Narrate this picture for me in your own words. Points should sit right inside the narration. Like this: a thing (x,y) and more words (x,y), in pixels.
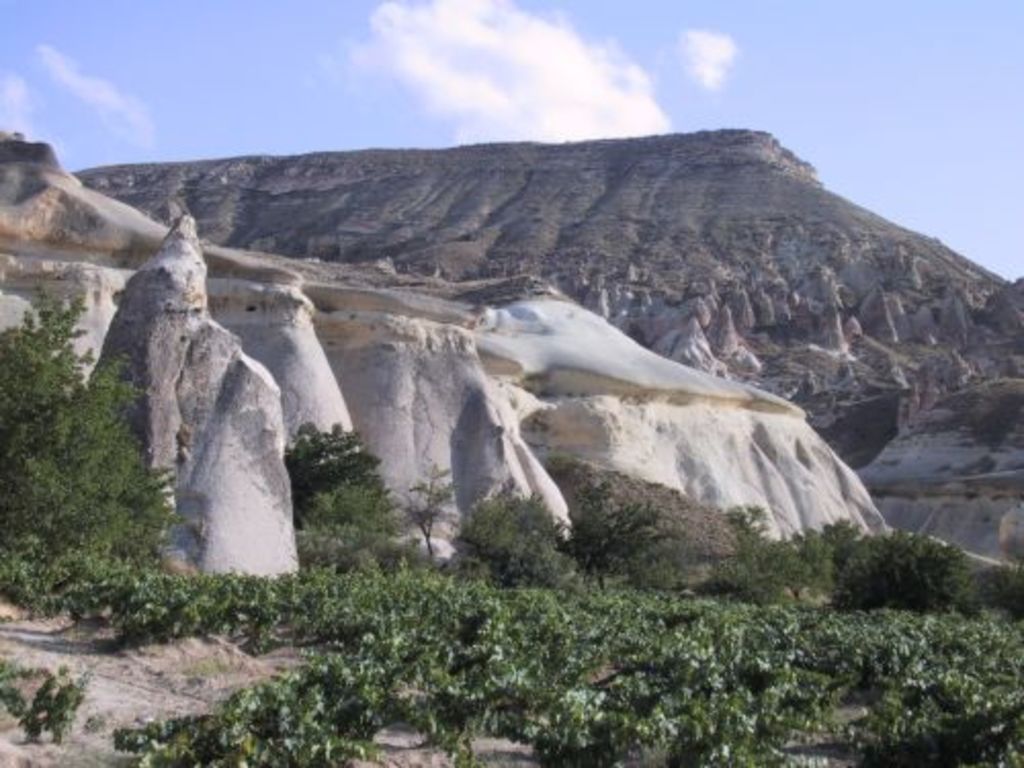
In this picture I can see plants (693,689), trees (587,509), there are hills (479,193), and in the background (531,72) there is sky (809,28).
